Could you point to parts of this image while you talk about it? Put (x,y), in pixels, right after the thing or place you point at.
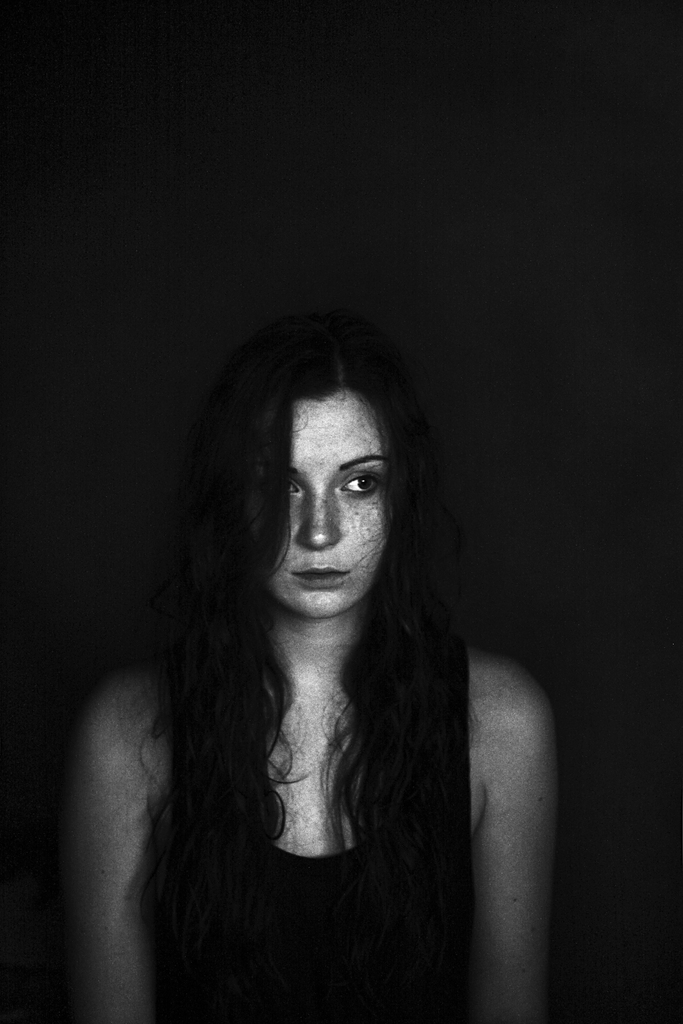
It is a black and white image, in this a woman (506,868) is there. She wore black color top (326,949).
